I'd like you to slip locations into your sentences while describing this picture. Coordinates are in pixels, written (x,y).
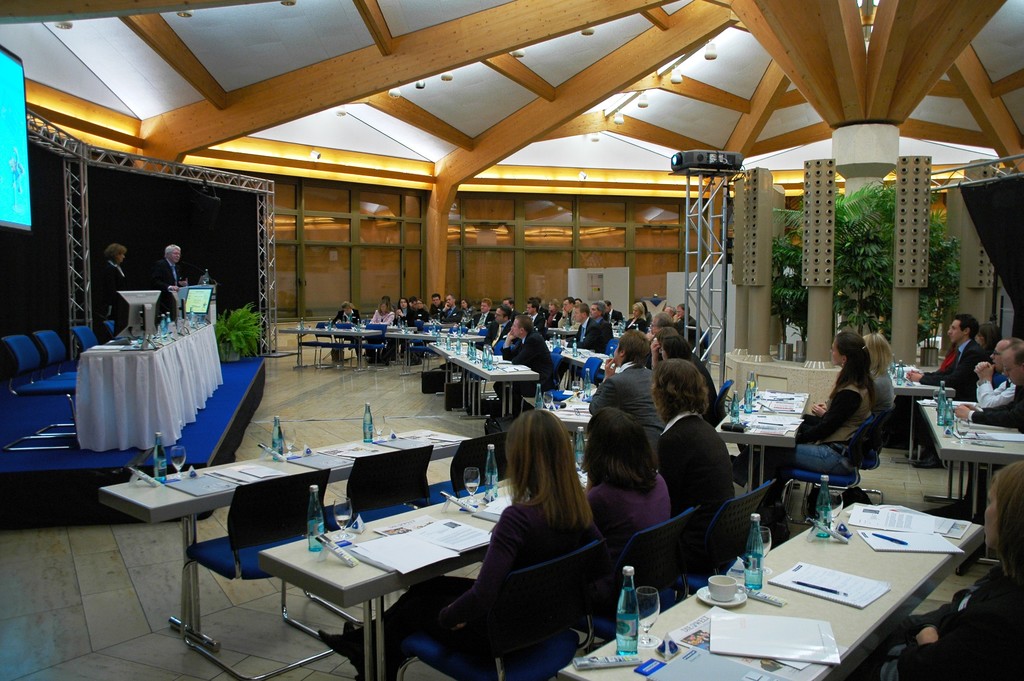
There are two people (161,290) in the image men (171,263) and women (123,279) who are standing on stage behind computer (135,304). On the top (695,161) there is a projector (709,158) and there are group of people (419,299) who are sitting on chairs (284,510) and there is a table (227,493). On table (211,497) we can see a glass (179,463), bottle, paper (196,484). On left side (21,221) we can see a screen (2,85).
